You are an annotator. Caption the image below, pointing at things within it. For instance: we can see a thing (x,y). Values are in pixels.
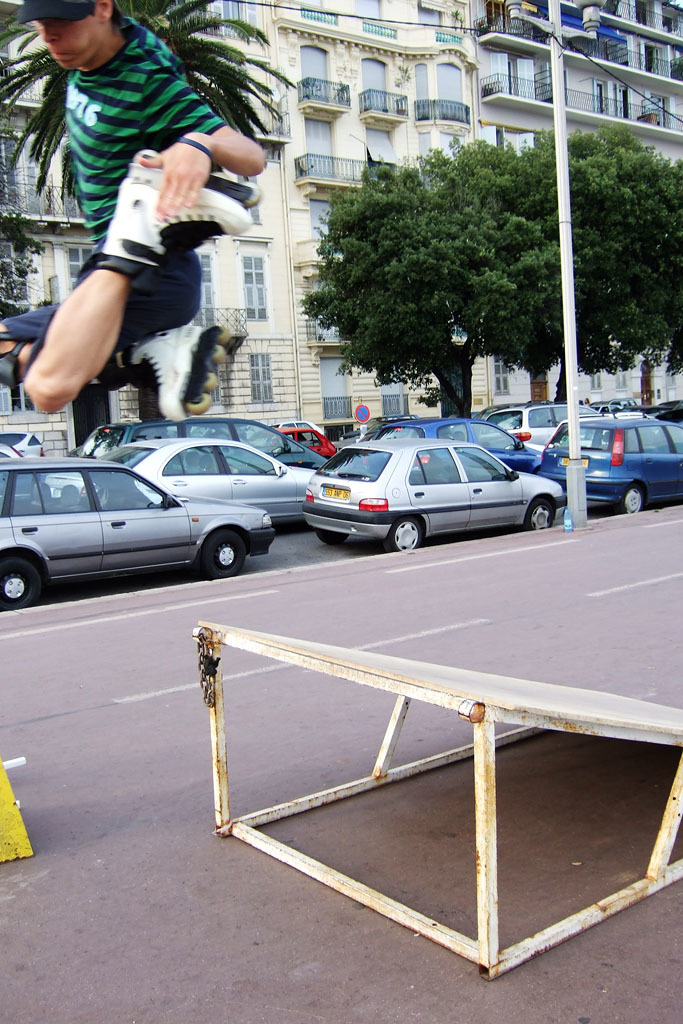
In this image there is a man (128,303) jumping. He is wearing skate rollers (188,380). There is a road (113,696) in the image. There are cars (387,454) parked on the road (458,744). In the foreground (482,690) there is a metal object (498,691) on the road (468,734). In the background (441,135) there are buildings (417,105) and trees (472,241). To the right (557,128) there is a street light pole (575,430) on the road (528,554).
